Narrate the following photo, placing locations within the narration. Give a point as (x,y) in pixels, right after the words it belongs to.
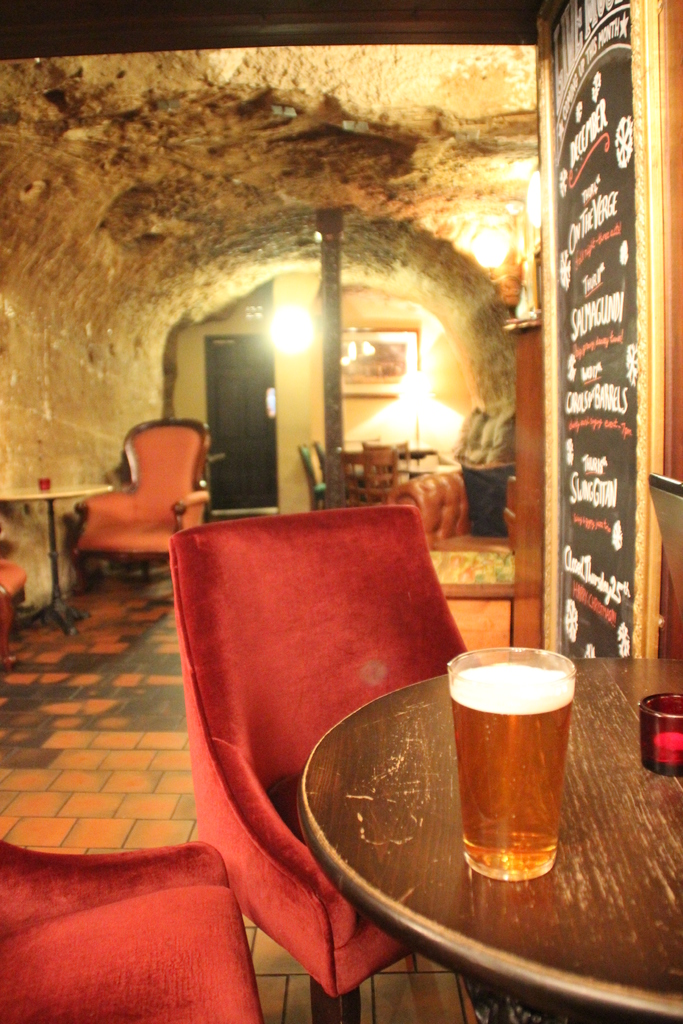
In this image I can see a chair (310,693), a table (619,696), a glass (535,688) and few lights (287,337) on the wall (289,372).
